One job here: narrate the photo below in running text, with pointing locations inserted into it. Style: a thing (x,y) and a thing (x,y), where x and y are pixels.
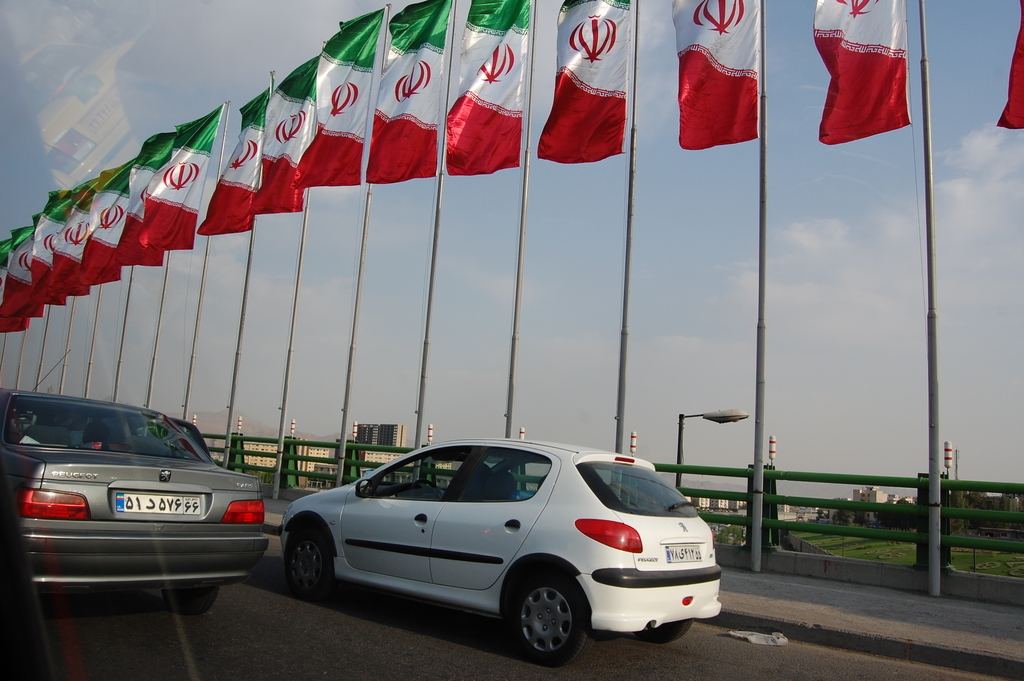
In this picture we can see vehicles (468,479) on the road (495,674) and many flags (264,183) on the sidewalks (277,504).
